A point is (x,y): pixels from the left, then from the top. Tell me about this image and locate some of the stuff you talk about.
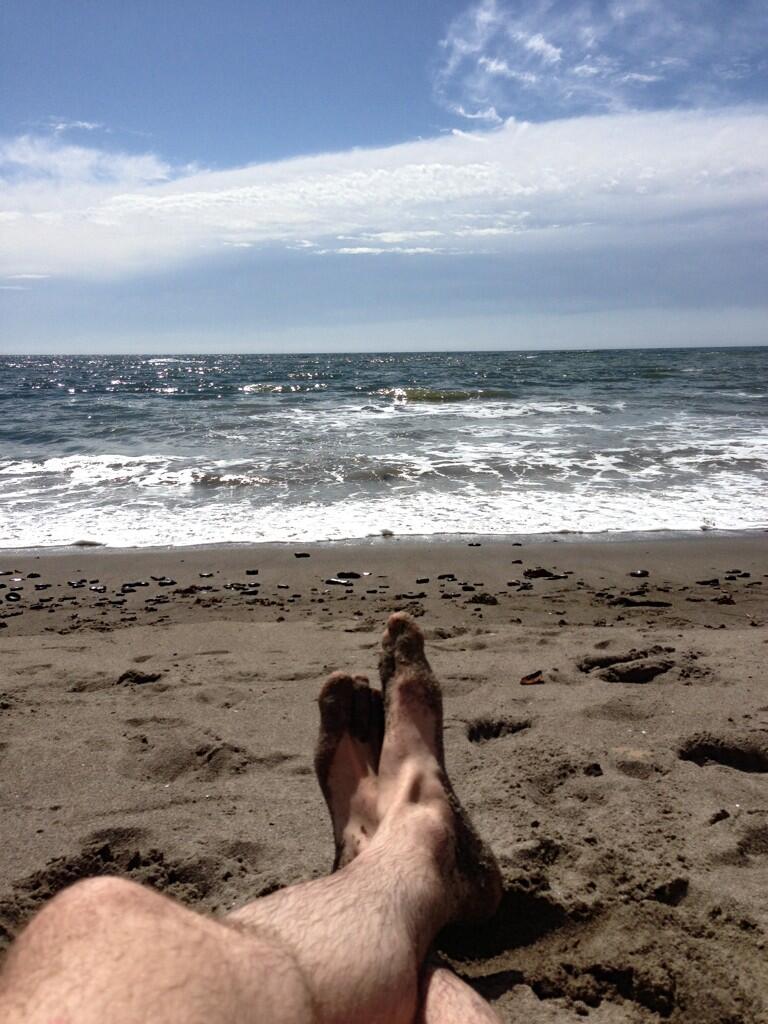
At the bottom of the image (291,937) we can see legs (311,950) of a person (298,979) on the sand (443,945). In the back (350,454) there is water (287,417) and sky (359,152) with clouds (394,153).
